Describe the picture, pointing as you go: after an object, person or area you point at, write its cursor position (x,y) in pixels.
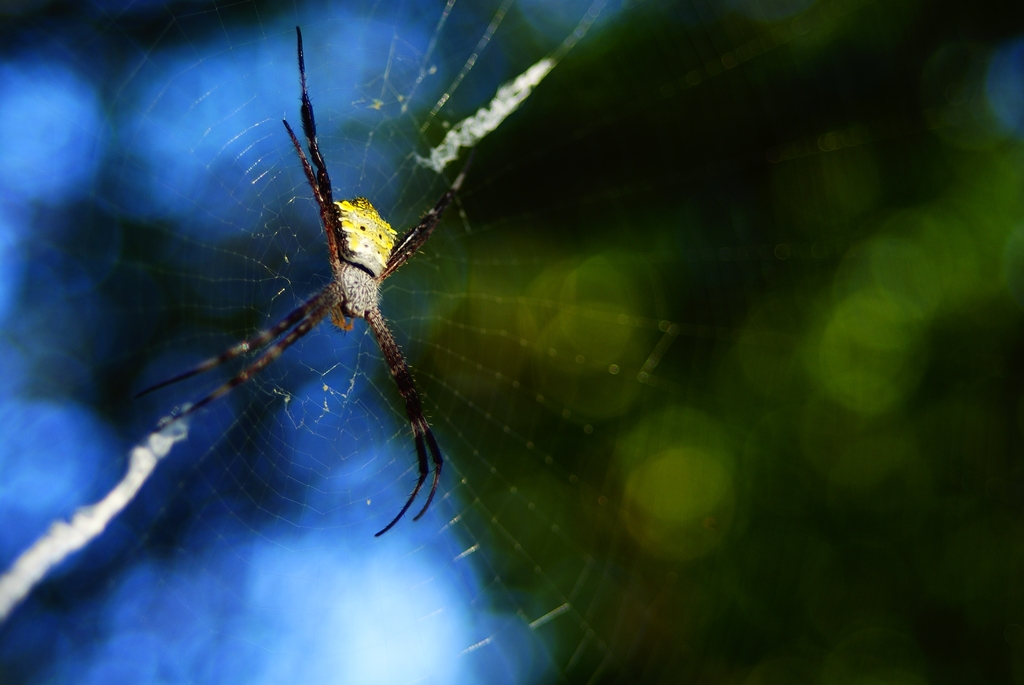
In this image we can see a spider (340,222) in the web (340,222).
